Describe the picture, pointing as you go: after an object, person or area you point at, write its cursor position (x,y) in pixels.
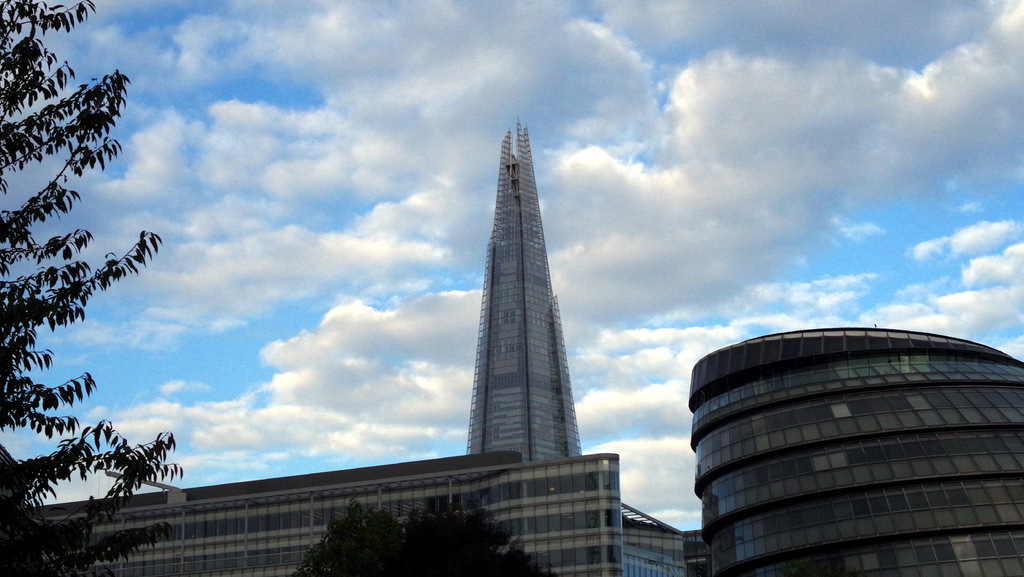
In this image there are buildings (511,505), in front of the buildings (208,500) there are trees (31,301). In the background (325,170) there is the sky (366,135).
